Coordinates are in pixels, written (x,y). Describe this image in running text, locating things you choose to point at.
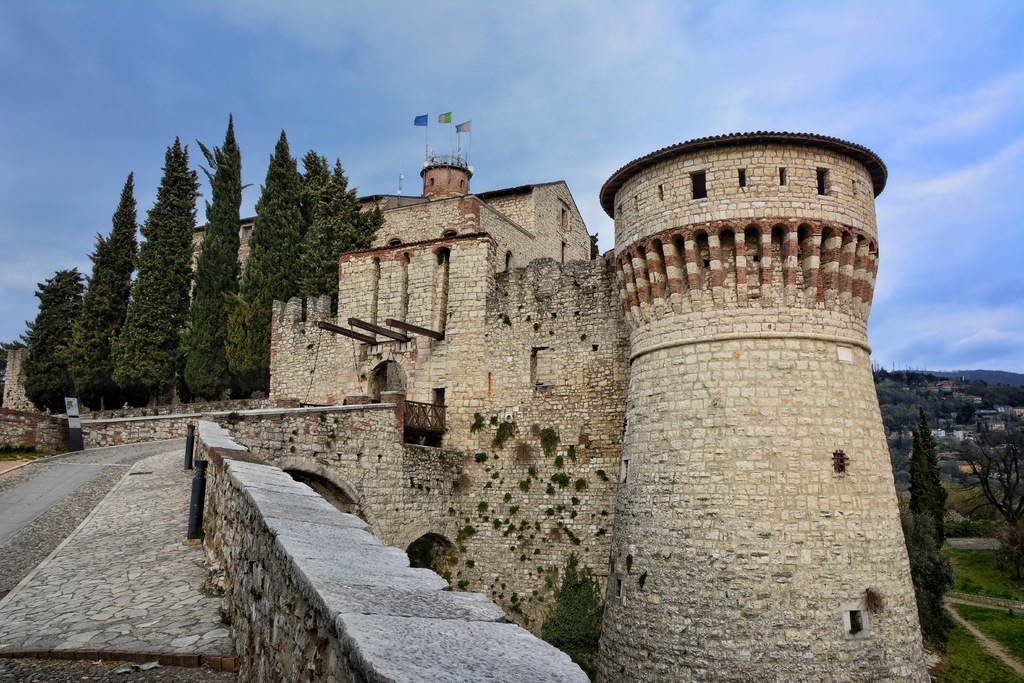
In this image I can see the road (23,522), the wall (264,589), the sidewalk (79,562), few black colored poles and a huge building (599,383) which is cream and brown in color. I can see few trees (227,285) and few flags (440,117) on the building (610,373). In the background (953,388) I can see few buildings (1000,425), few trees (951,406) and the sky (946,161).
